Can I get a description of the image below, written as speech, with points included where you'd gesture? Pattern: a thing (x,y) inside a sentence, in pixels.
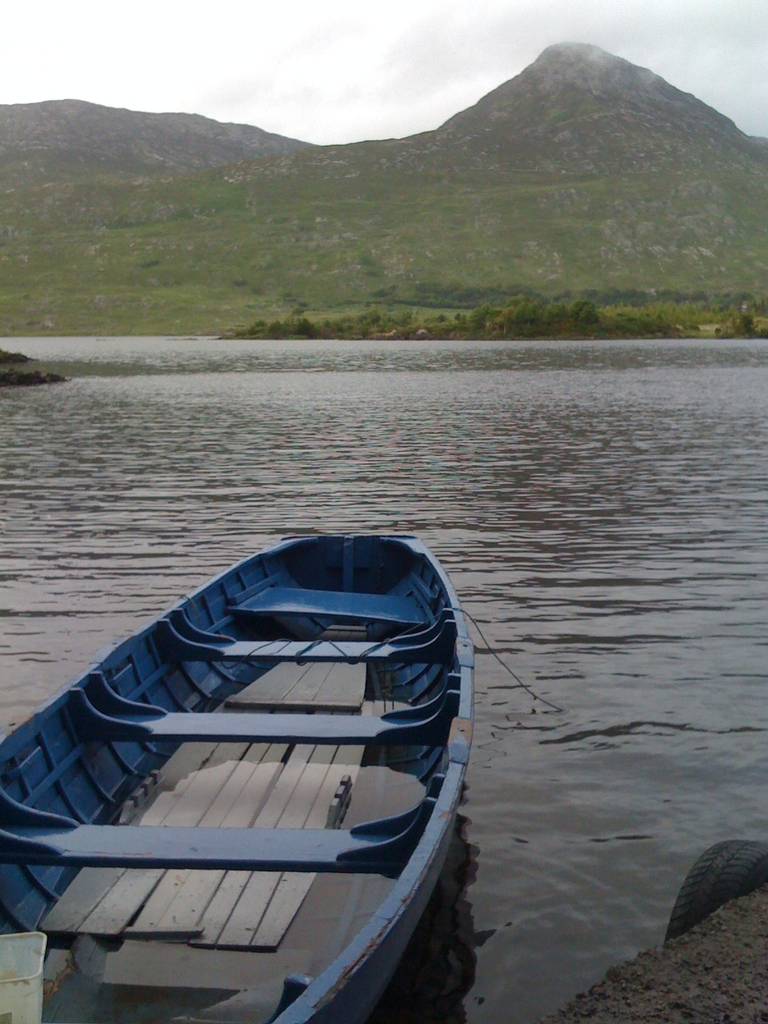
In this picture we can see blue color small boat (388,862) on the river water (556,823). Behind there is a huge mountain (491,222) and trees (657,294).
